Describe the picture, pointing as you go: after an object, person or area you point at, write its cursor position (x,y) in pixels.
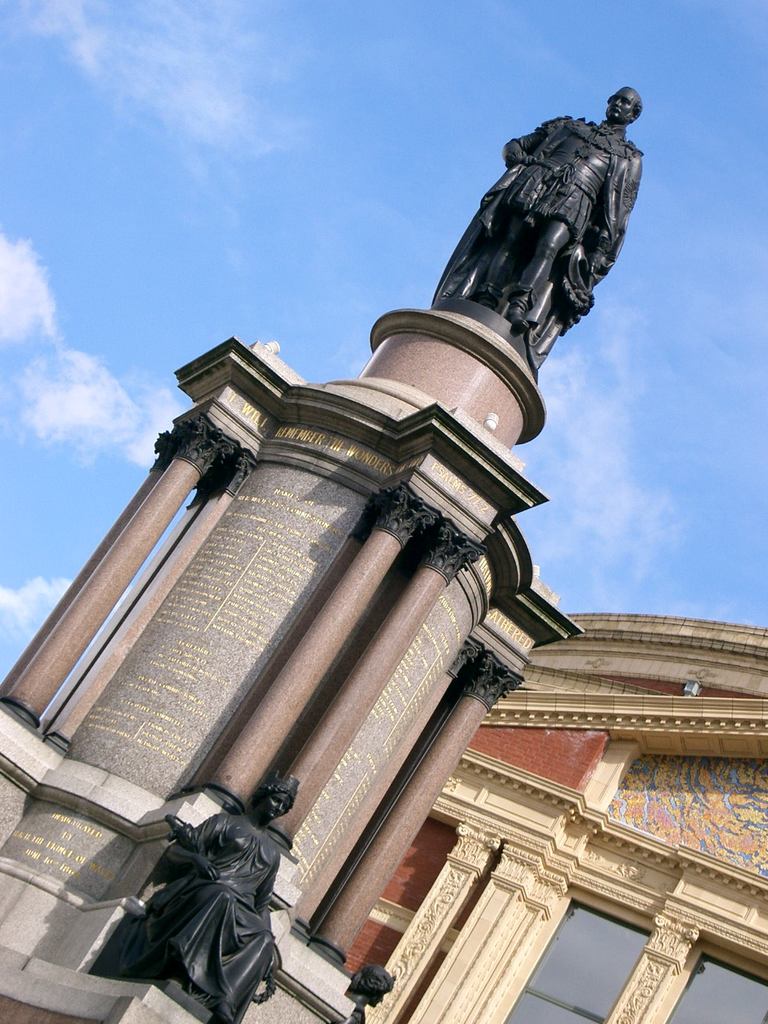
Sky (319,86) is in blue color. Here we can see sculptures (224,912) and building (599,890) with glass windows (590,981).
